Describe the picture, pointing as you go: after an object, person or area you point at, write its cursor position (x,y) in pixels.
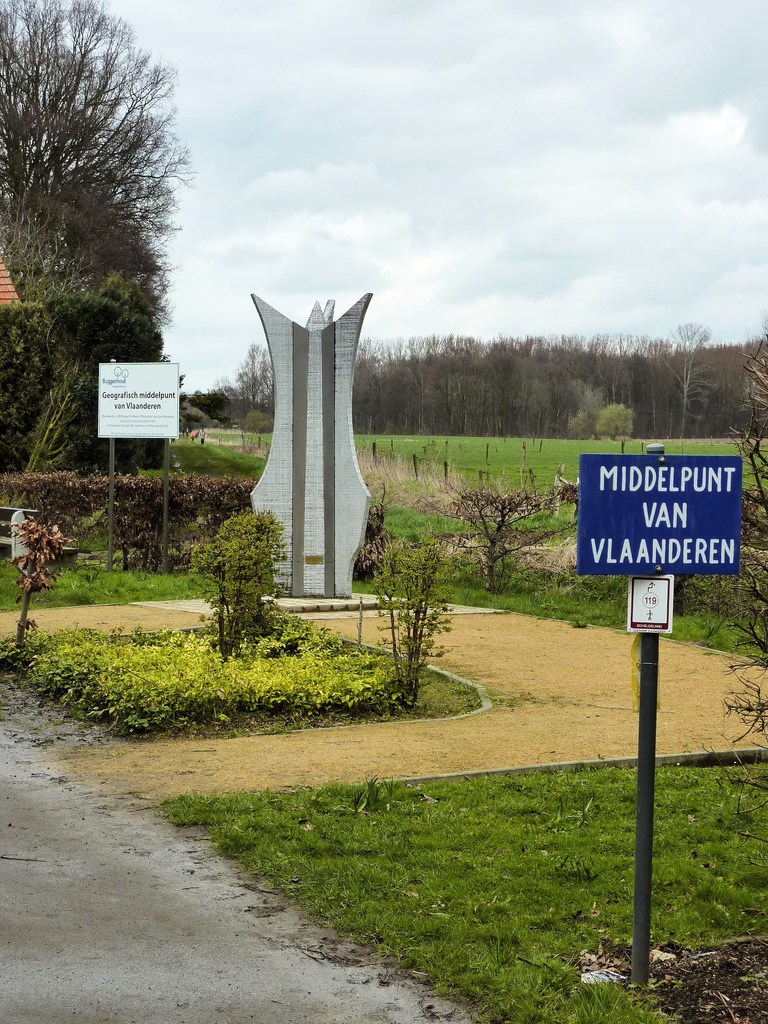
In this image we can see a statue (351,314), there are some trees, poles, grass (363,849), plants (220,714) and boards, on the boards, we can see some text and in the background (482,30), we can see the sky (480,6) with clouds (480,6).
